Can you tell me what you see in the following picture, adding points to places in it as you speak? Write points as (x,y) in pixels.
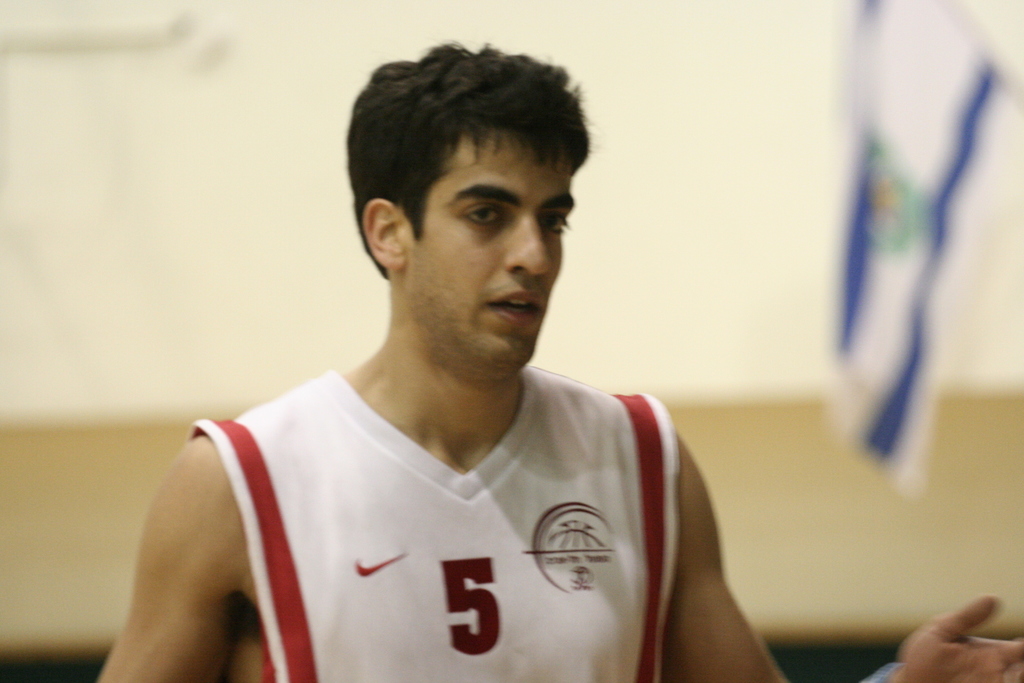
In the middle of the image (435,420), there is a person (435,326) in white color t-shirt (377,469). In the background (900,450), there is a flag (897,182). And the background (493,2) is blurred.
